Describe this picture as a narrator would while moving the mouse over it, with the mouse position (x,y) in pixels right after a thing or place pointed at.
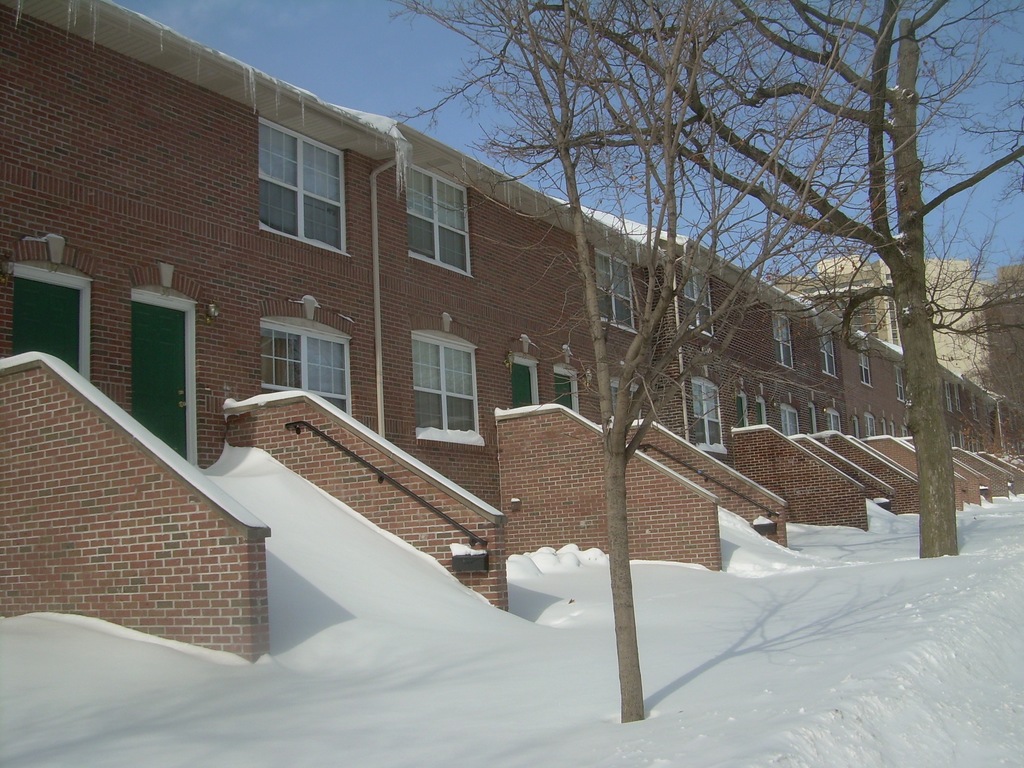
This image consists of buildings (668,408) along with windows (418,381) and doors (134,360). At the bottom (652,711), there is snow (778,617). In the middle (642,348), there are trees (752,158).
